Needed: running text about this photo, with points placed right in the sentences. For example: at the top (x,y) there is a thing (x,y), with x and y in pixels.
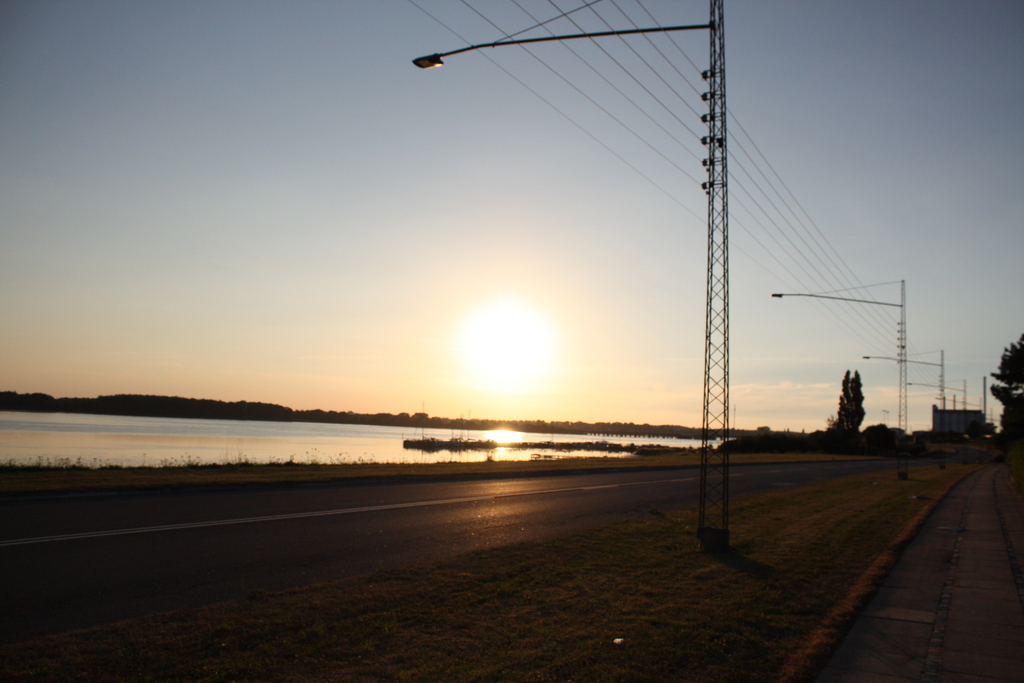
In this image, we can see utility poles (720,190) along with wires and on the right (1007,420), there are trees (1009,382) and at the bottom (326,570), there is water (282,459) and road (550,508).
